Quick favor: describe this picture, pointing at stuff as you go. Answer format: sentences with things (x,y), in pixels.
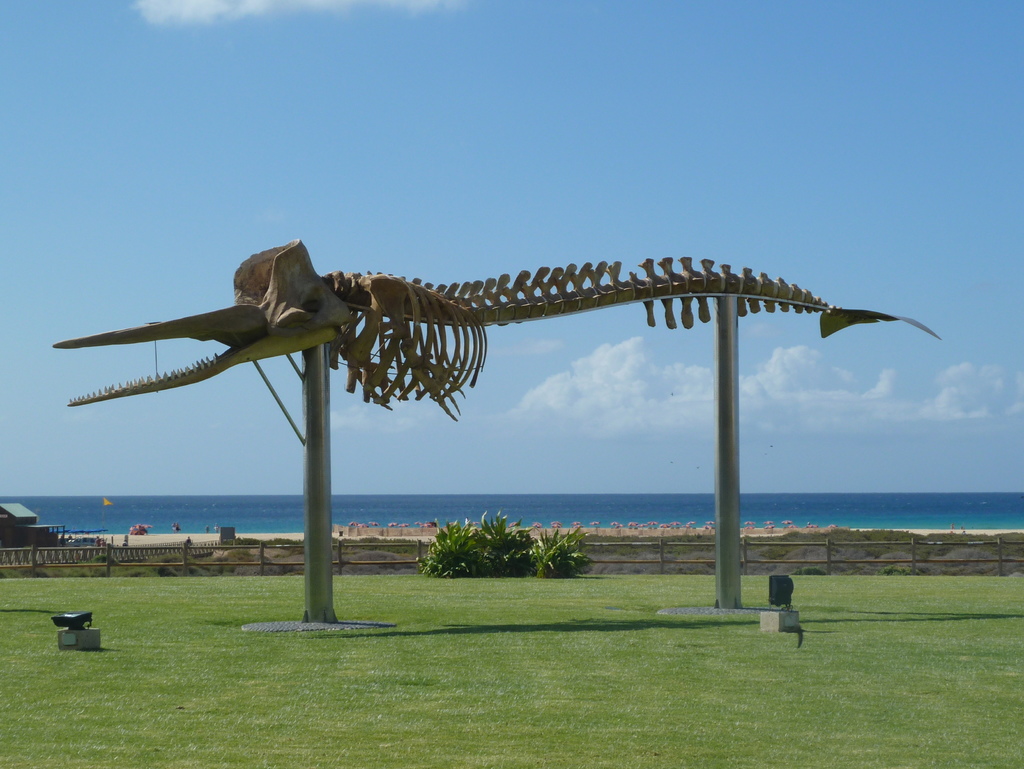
In this picture, we can see a skeleton (328,336) of a sea animal (430,325) and behind the animal (336,349) there are plants (443,546), house (18,521), sea (550,516) and sky (597,405).
